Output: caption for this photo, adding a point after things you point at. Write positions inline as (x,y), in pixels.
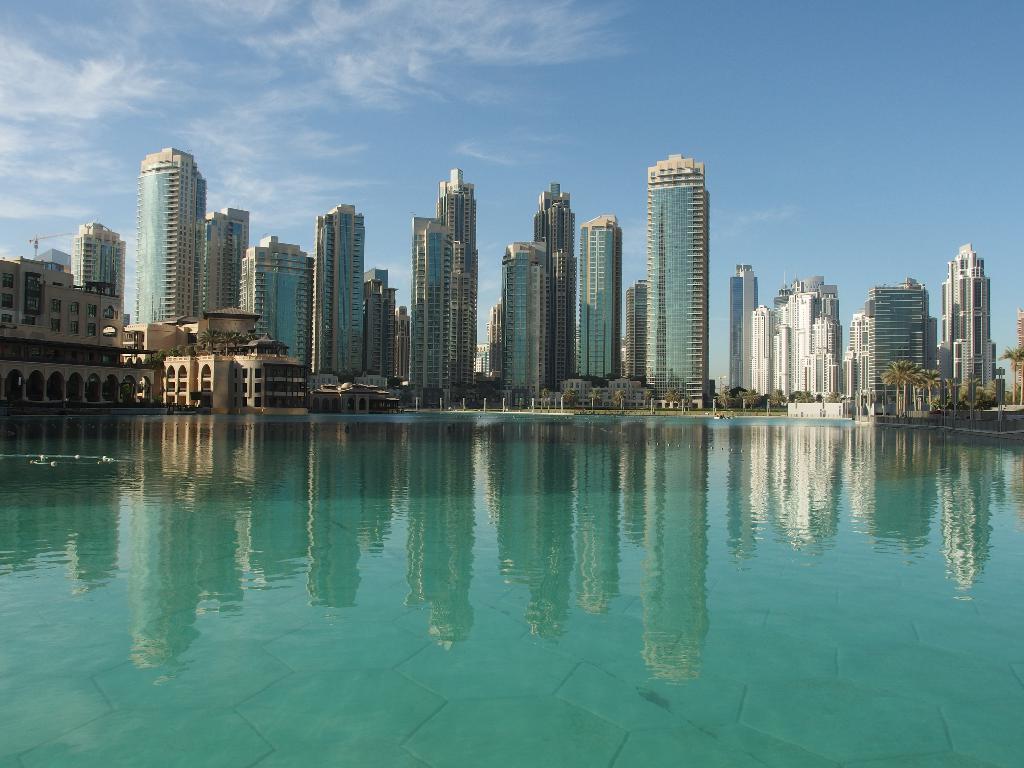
In this image we can see a lake (564,478). In the middle of the image (672,349) buildings (870,333), poles (970,392) and trees (465,399) are there. At the top of the image (593,57) sky (452,69) is there with little clouds (155,73).
